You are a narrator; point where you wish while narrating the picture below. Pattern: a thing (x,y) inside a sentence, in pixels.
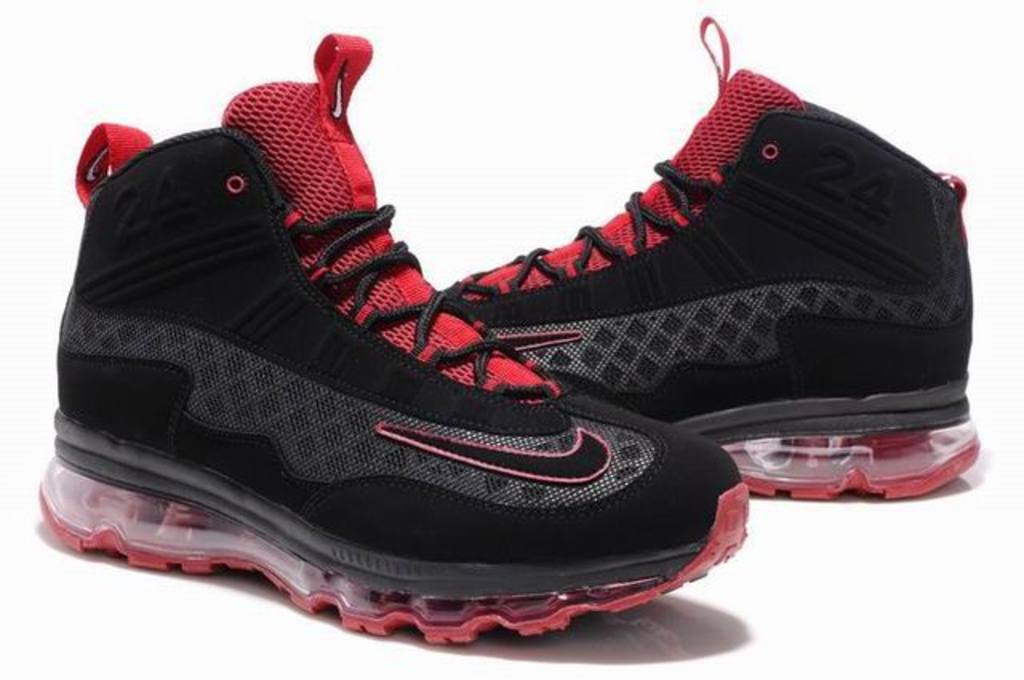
In this picture we can see shoes (668,498) on the white platform (561,643). In the background of the image (468,170) it is white.
